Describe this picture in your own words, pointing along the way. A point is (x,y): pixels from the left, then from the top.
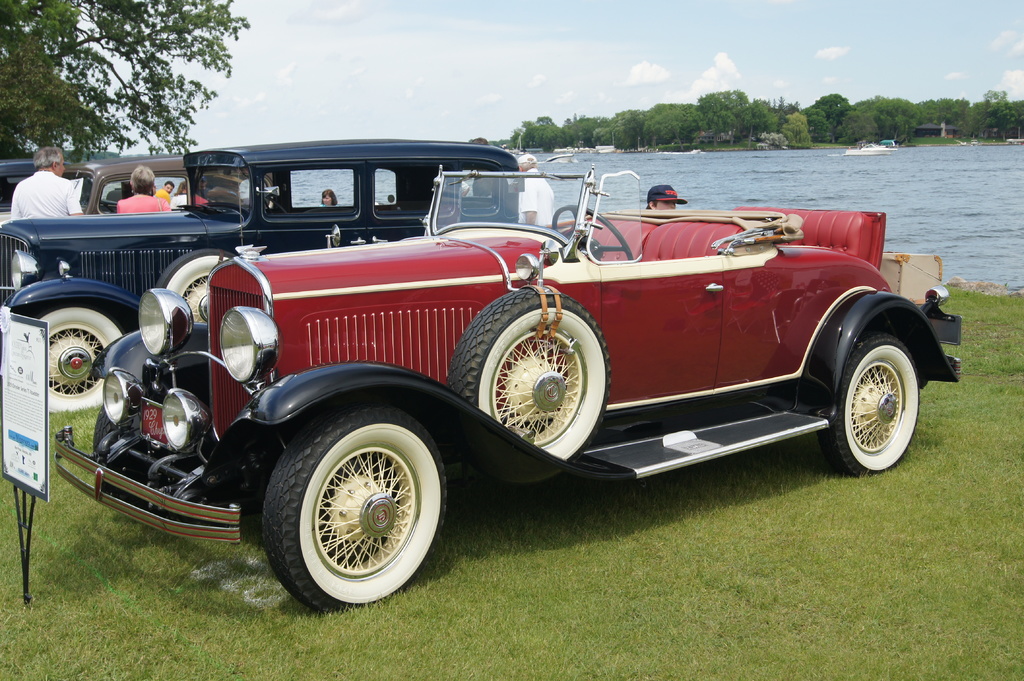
In this picture we can see vehicles (368,559) and a board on the ground (549,564), beside this ground (579,515) we can see boats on water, here we can see people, grass (585,577) and in the background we can see trees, sky (639,33) and some objects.
